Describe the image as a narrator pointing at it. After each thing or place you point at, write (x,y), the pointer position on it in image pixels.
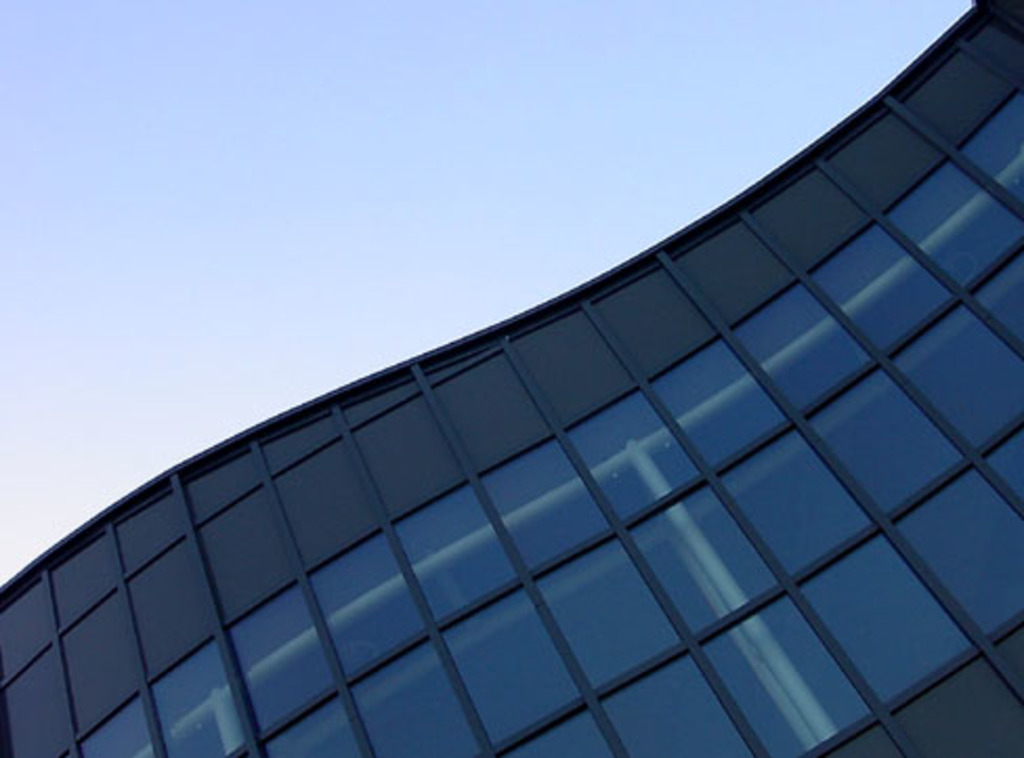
In this picture I can see there is a building (698,498) and it has glass windows (463,543) and the sky (257,239) is clear.
